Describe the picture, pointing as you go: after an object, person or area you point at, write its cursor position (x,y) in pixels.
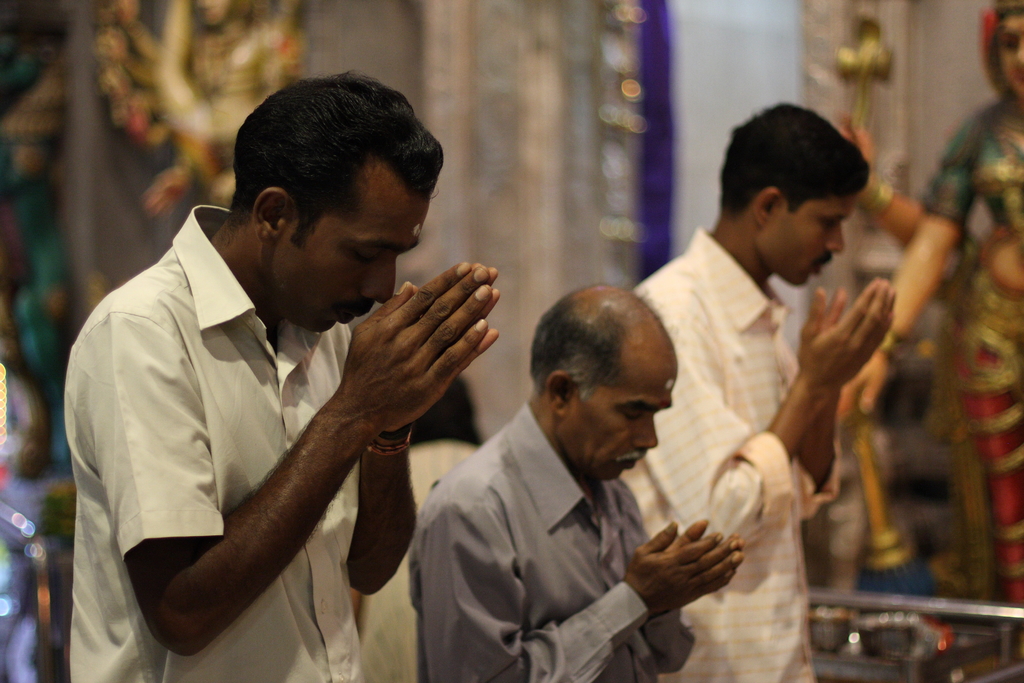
In the image there are three men (626,472) praying to the god and in the back (979,300) there are god idols (955,173) in front of the wall (711,26).
